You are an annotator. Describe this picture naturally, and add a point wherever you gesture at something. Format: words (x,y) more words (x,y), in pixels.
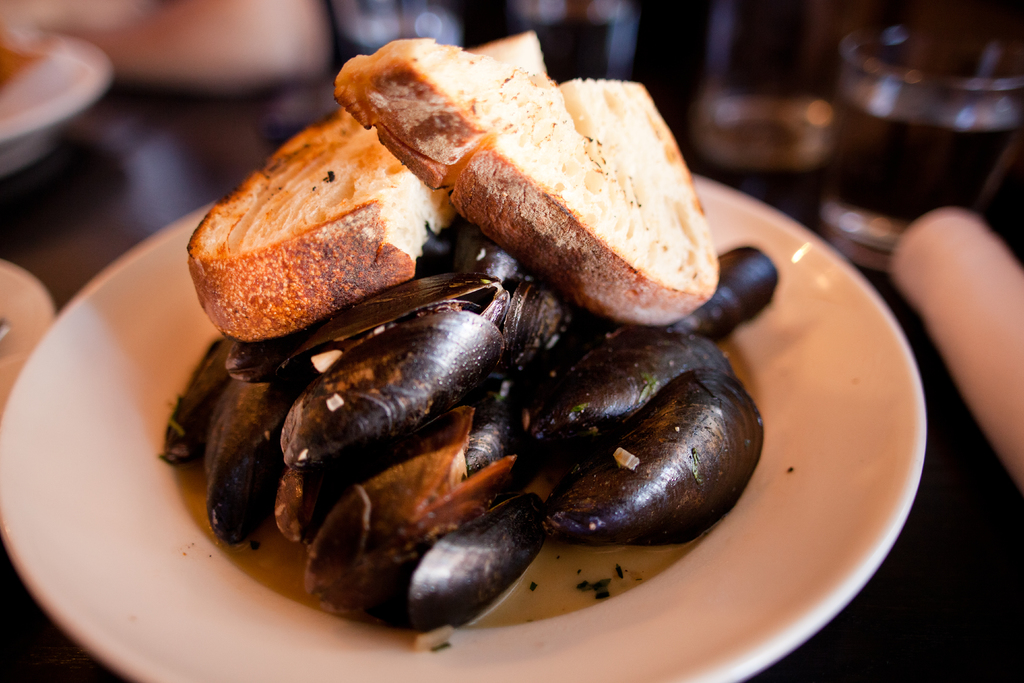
In this image, I can see a plate (725,549), which contains mussels (398,348) and three pieces of bread (585,230). In the background (905,167), I can see a glass of water (904,185) and plates (41,100) are placed on the table (934,611).
